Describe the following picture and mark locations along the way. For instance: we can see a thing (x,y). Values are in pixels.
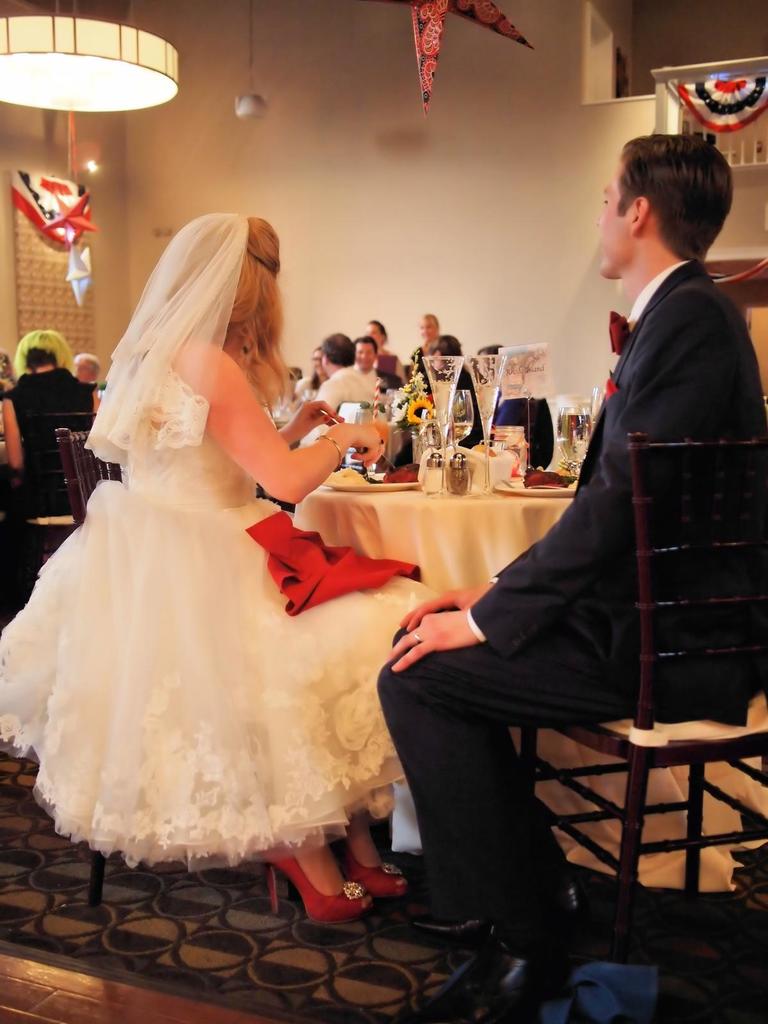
In this image there are two people (340,423), one woman (262,726) in white dress (279,670) and one man (694,552) in black blazer (606,423) and black trousers (523,808) sitting besides a table (419,500). On the table (413,493) there are glasses (450,420), plates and some food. In the background (422,216) there are group of people (422,320), lights (148,95) and wall (343,150).
